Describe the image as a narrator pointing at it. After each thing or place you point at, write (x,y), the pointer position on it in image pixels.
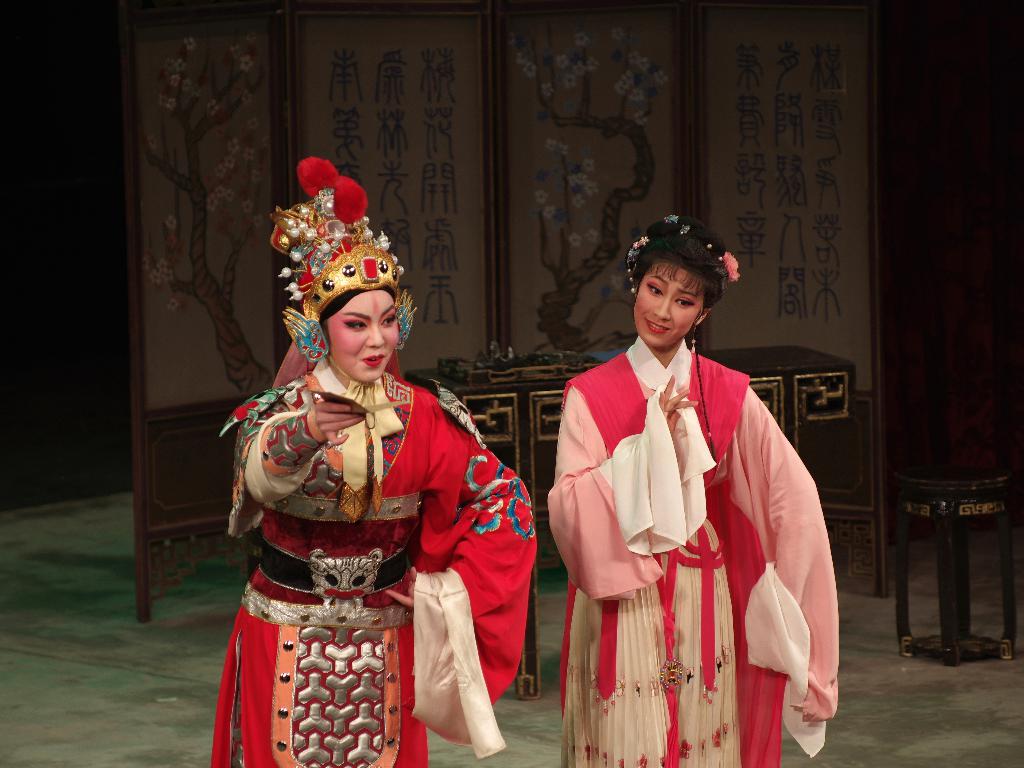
In this picture I can see there are two woman (503,484) standing and in the backdrop (666,200) there is a wooden wall (343,125) and there is something written on it.
